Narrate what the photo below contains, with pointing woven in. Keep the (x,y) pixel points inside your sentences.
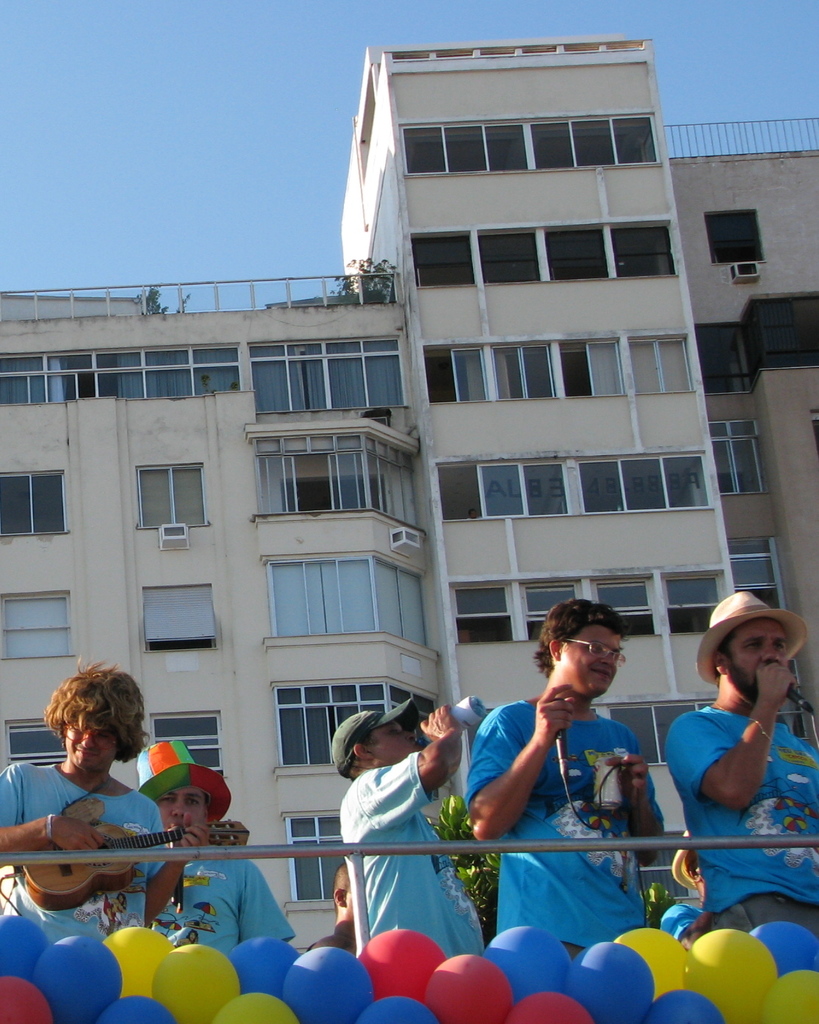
This image is clicked outside the house (655,329). There are six persons (268,893) in the image. All are wearing blue t-shirts (113,816). In the background (480,423) there is a building (327,327). To which there are many windows (349,442) and ventilators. At the top (256,163), there is a sky (218,149) in blue color.
